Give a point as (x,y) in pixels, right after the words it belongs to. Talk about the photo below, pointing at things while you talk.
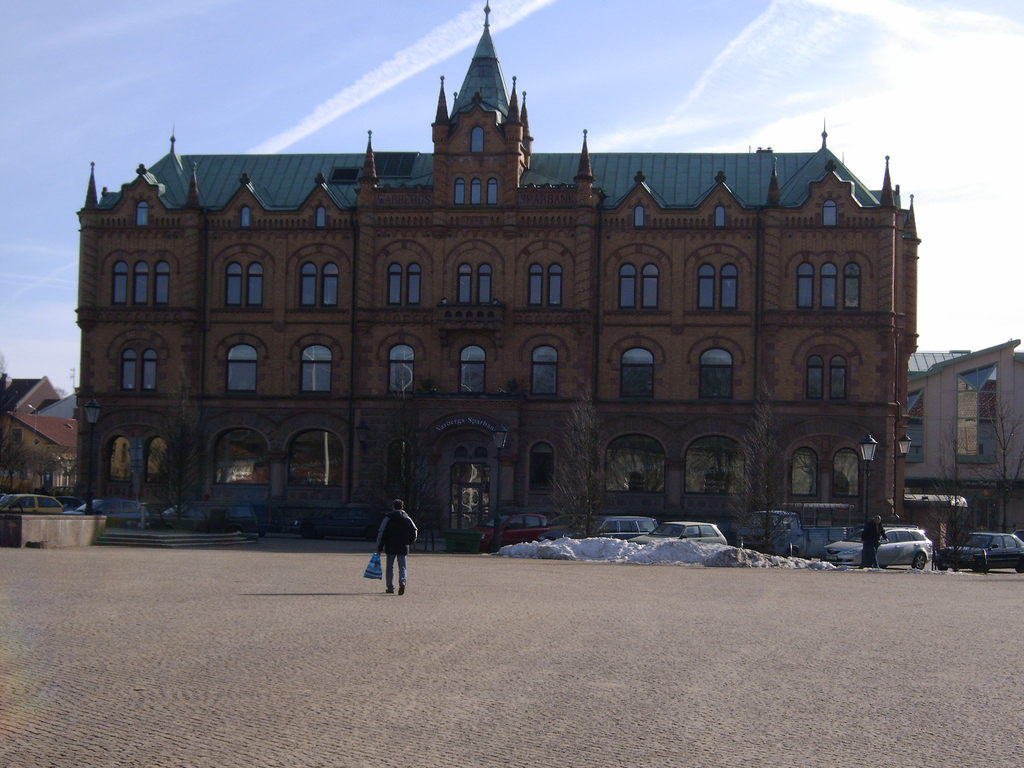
In this image there are two persons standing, cars (1017,562) parked on the path (447,596), trees (959,497), lights (865,477), buildings (745,397), sky (770,80).
